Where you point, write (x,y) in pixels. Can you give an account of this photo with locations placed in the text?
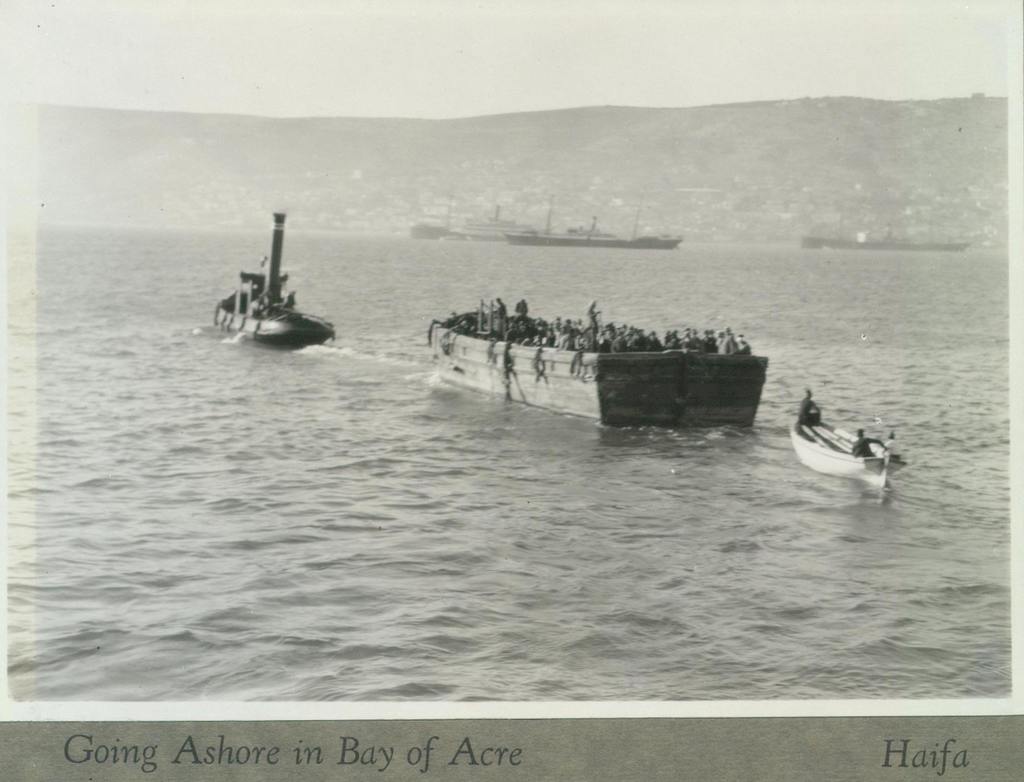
This image is taken outdoors. At the bottom of the image (232,577) there is a sea (181,488) with water (578,505). In the middle of the image (678,392) three boats (580,393) are moving on the sea (408,273). In the background (829,244) there are a few boats (863,236) on the sea (277,534) and there are a few hills (370,156).
